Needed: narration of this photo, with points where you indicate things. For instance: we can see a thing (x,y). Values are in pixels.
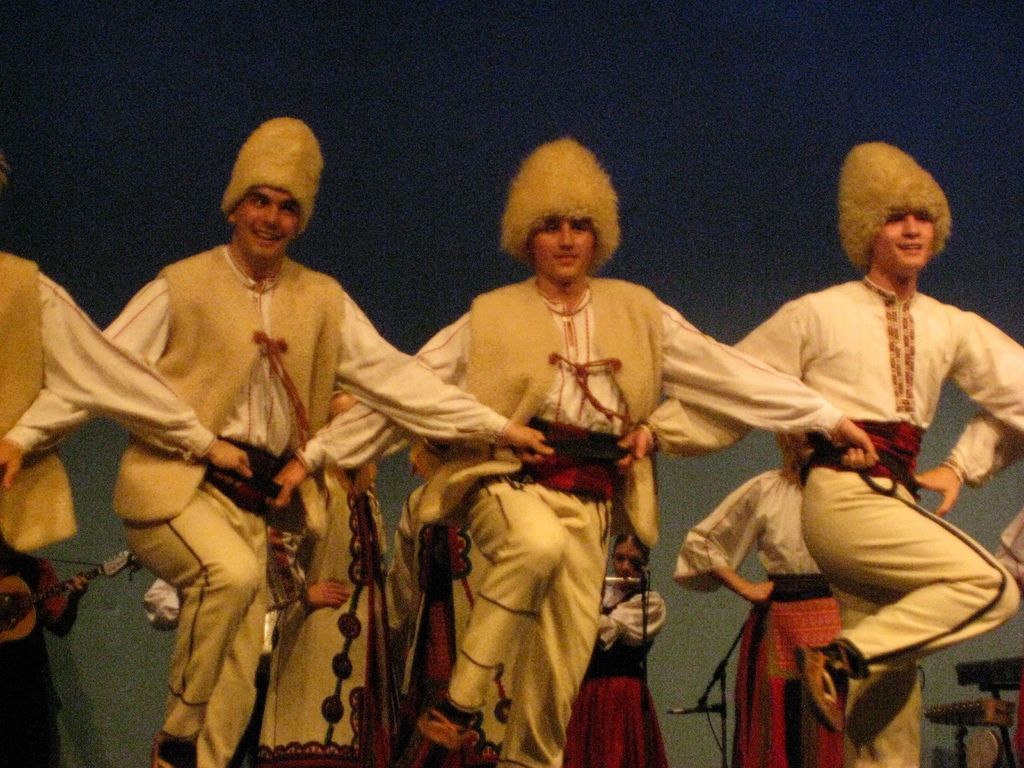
In the picture we can see some group of men (494,500) wearing similar dress (518,482) dancing and in the background (690,557) there are some women (808,599) who are playing musical instruments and there is dark view.
